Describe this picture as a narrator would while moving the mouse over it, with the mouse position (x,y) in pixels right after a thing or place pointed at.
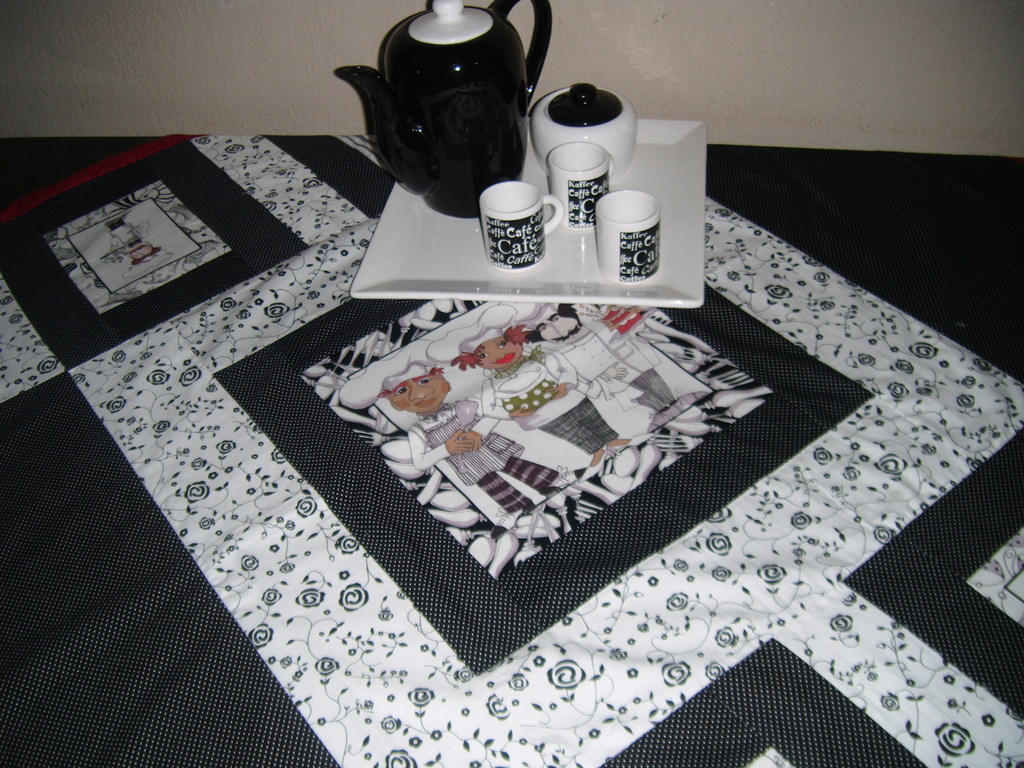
In this image i can see a tray (409,288) on which there is a jar (466,121), 3 cups (565,188) and a bowl (564,113).
